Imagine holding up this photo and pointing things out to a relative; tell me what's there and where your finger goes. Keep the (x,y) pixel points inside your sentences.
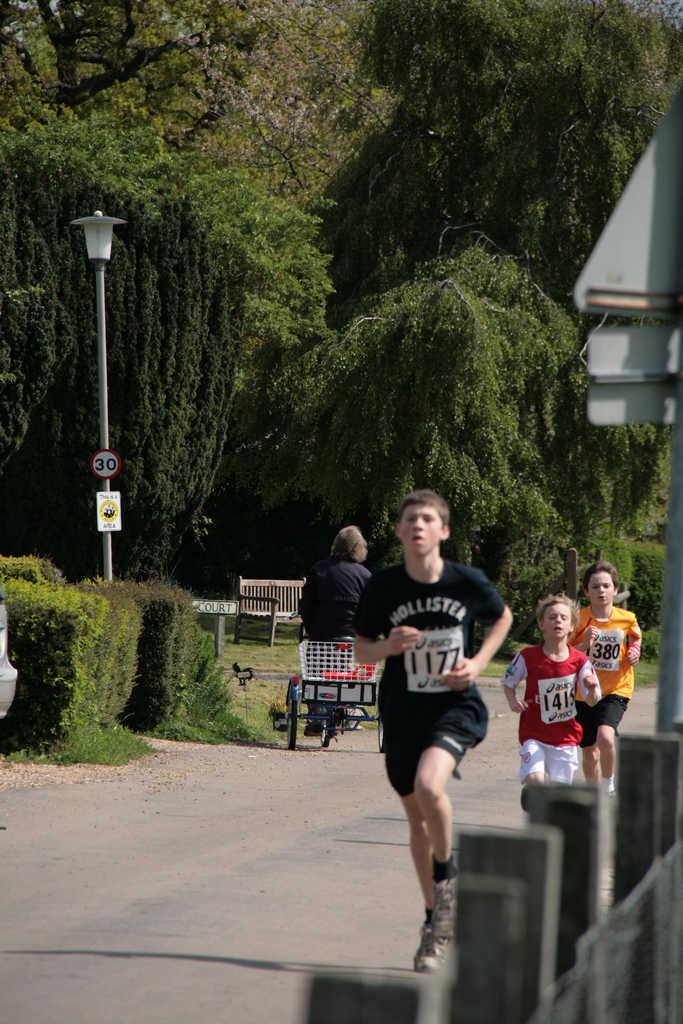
In this image we can see the three persons (517,710) running on the road (517,719), also we can see a person (341,633) riding a rickshaw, there are some trees (324,223), plants (86,610), poles (573,907), lights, boards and a bench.
